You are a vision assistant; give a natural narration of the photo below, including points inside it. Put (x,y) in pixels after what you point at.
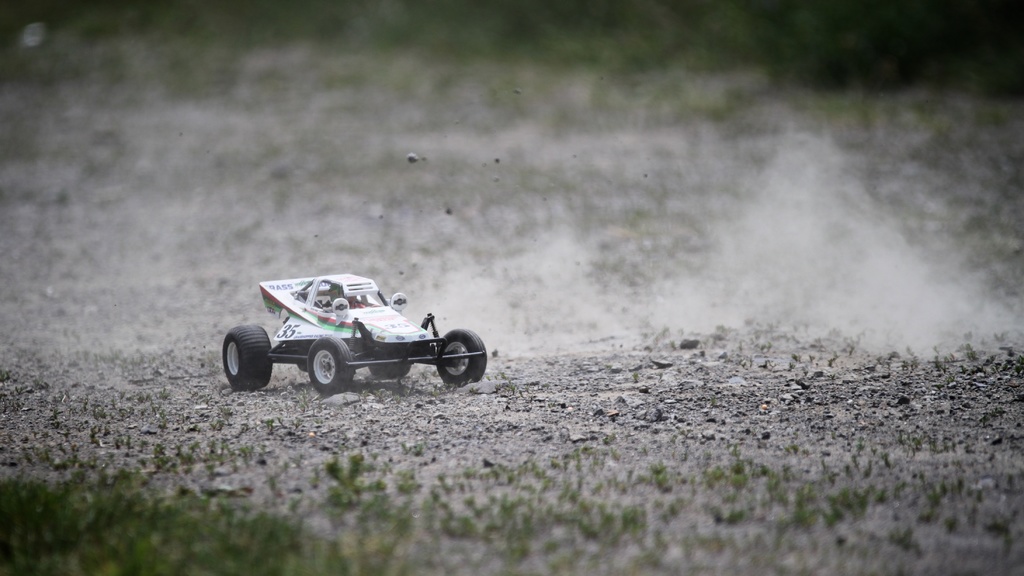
In this image we can see a toy vehicle (395,314) on the land (461,436). At the bottom of the image (362,550), we can see the grass (470,519).
